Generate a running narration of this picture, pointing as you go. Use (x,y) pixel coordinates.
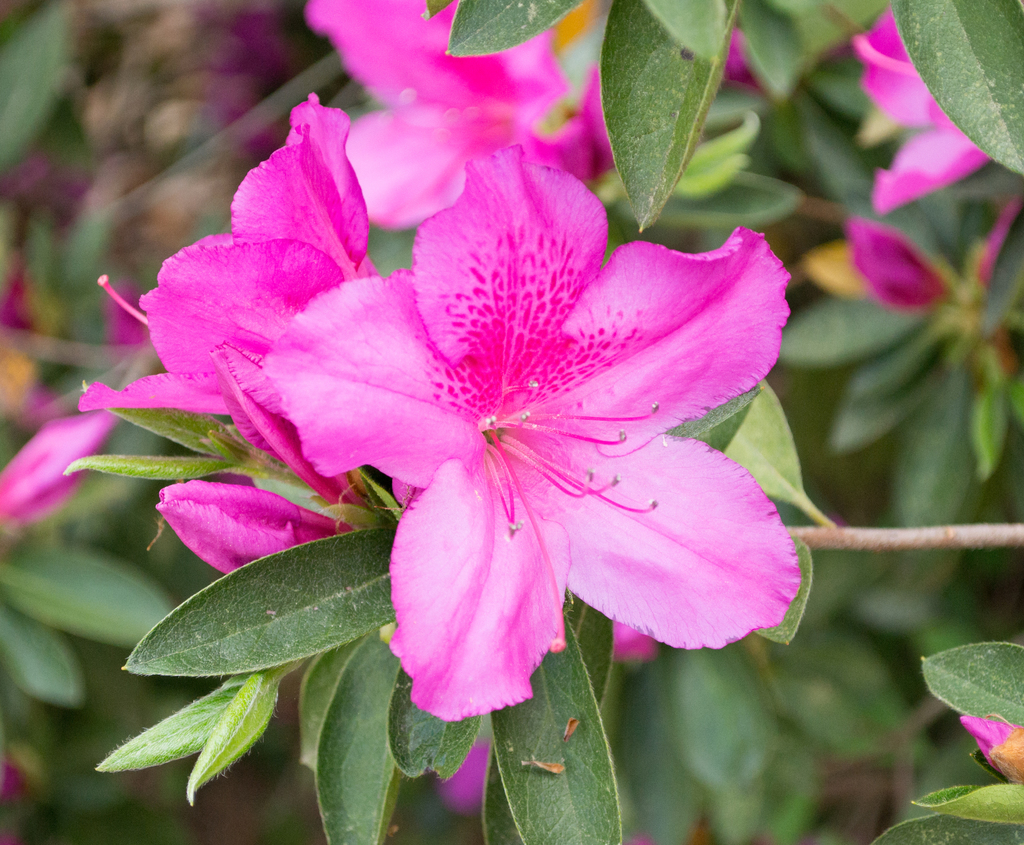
In this image I can see the flowers (452,250) to the plants (657,222). These flowers (320,281) are in pink color.
